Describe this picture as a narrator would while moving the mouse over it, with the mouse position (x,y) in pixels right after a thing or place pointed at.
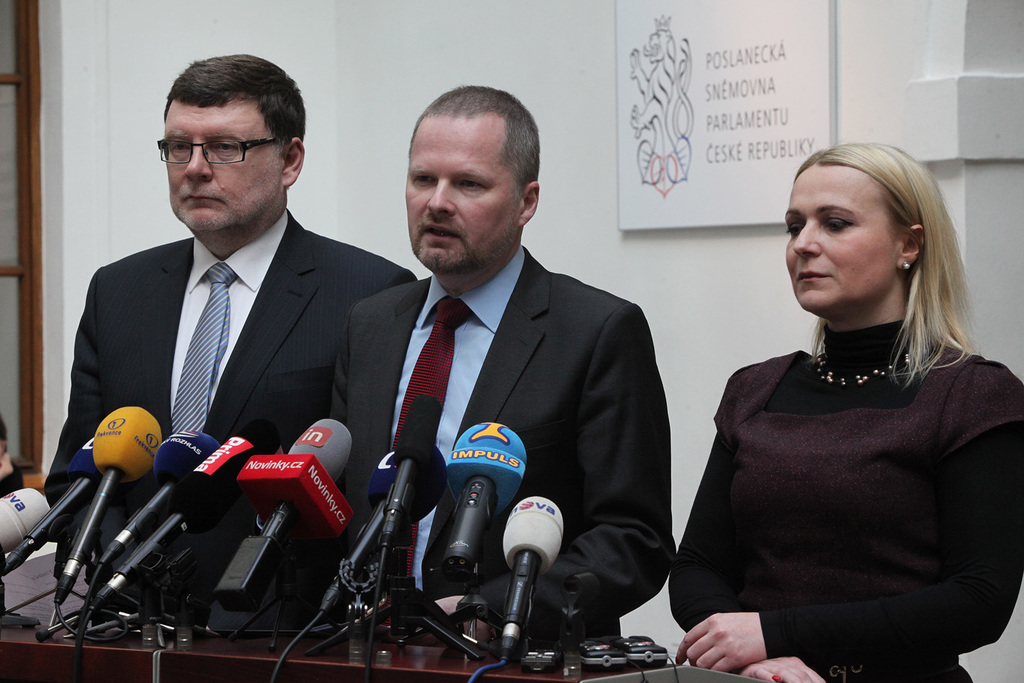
In this image, there are a few people (631,387). We can see a table (547,679) with some microphones (498,502). We can see the wall (525,74) with a board (727,166). We can also see some wood (2,271) on the left (36,443).
